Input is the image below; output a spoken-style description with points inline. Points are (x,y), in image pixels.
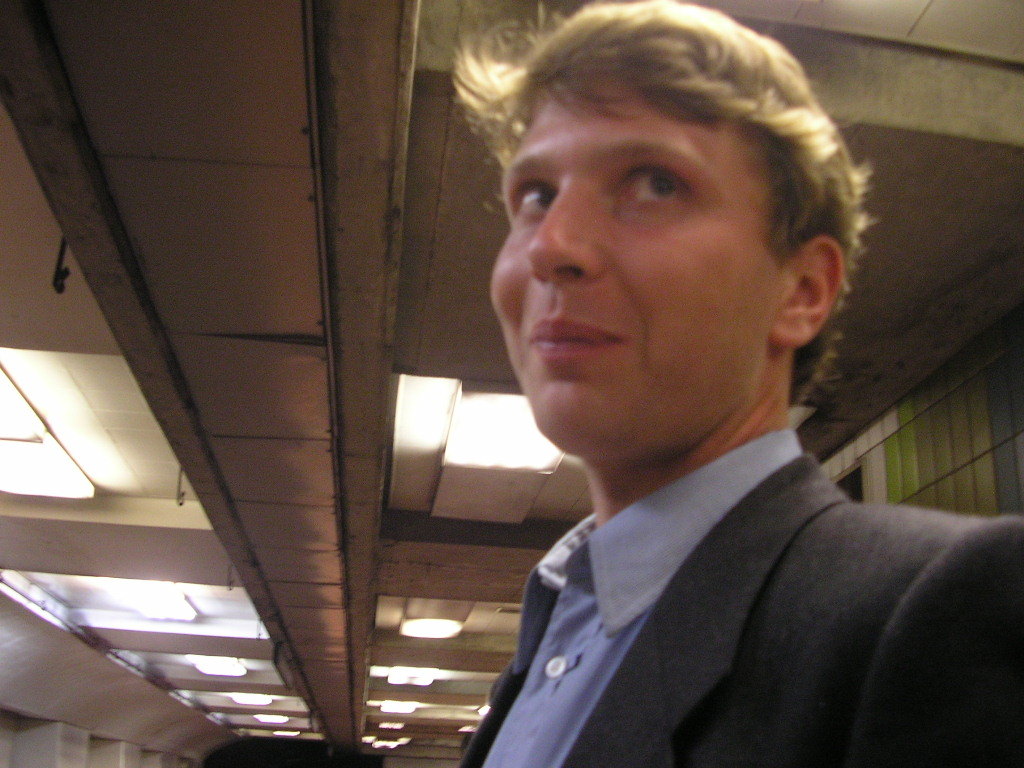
There is one person (644,477) is on the right side of this image (745,551). There are some light (66,481) attached to the roof (355,524) as we can see at the bottom of this image (198,626).
